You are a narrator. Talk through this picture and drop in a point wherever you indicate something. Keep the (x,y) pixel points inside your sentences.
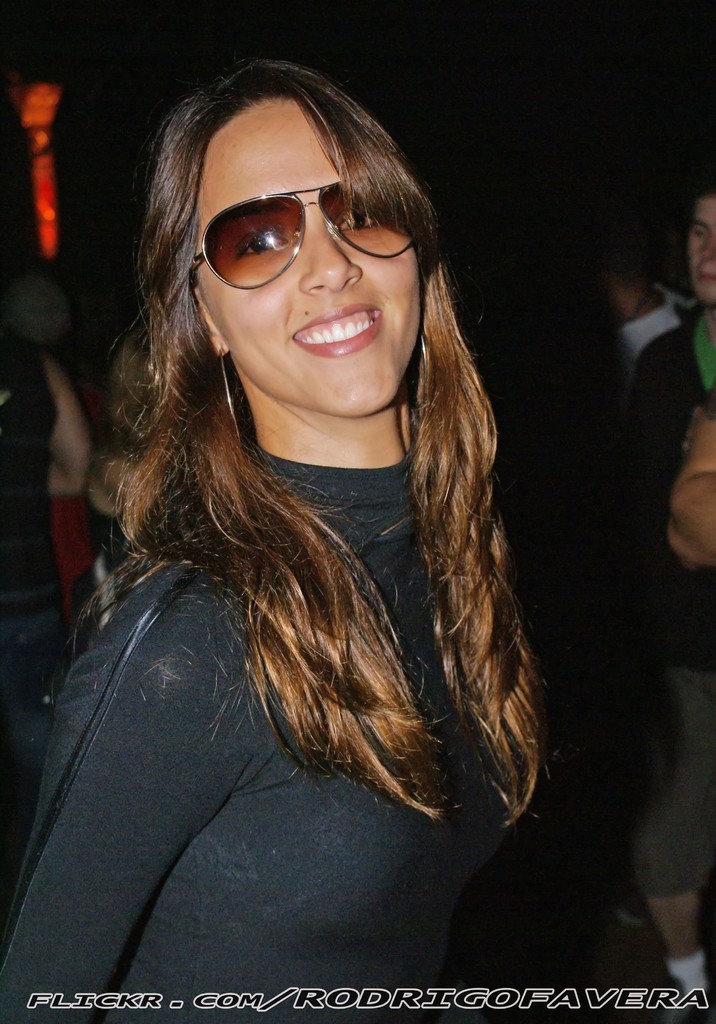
There is a woman (223,728) and text (347,1009) in the foreground area of the image (315,415), there are people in the background (690,265).
